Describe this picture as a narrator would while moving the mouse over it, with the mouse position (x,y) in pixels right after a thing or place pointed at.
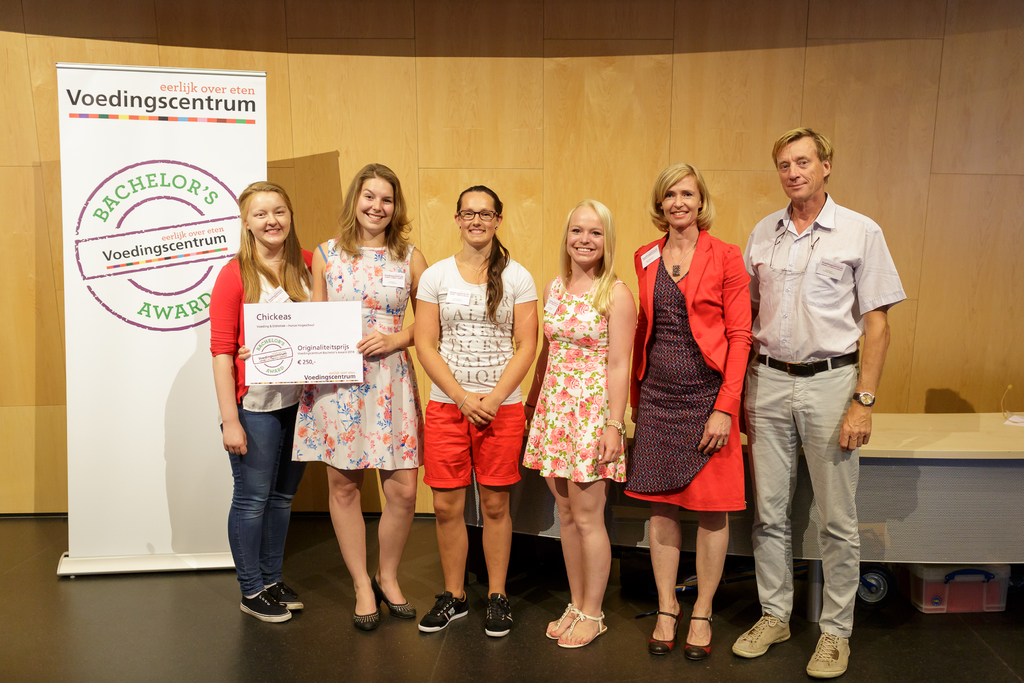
In this picture I see few people (589,296) are standing and I see a woman (334,416) holding a certificate (323,370) in her hand (385,351) and a advertisement hoarding (177,237) on the left side (144,494) and a table (1022,533) on the back (915,429).
